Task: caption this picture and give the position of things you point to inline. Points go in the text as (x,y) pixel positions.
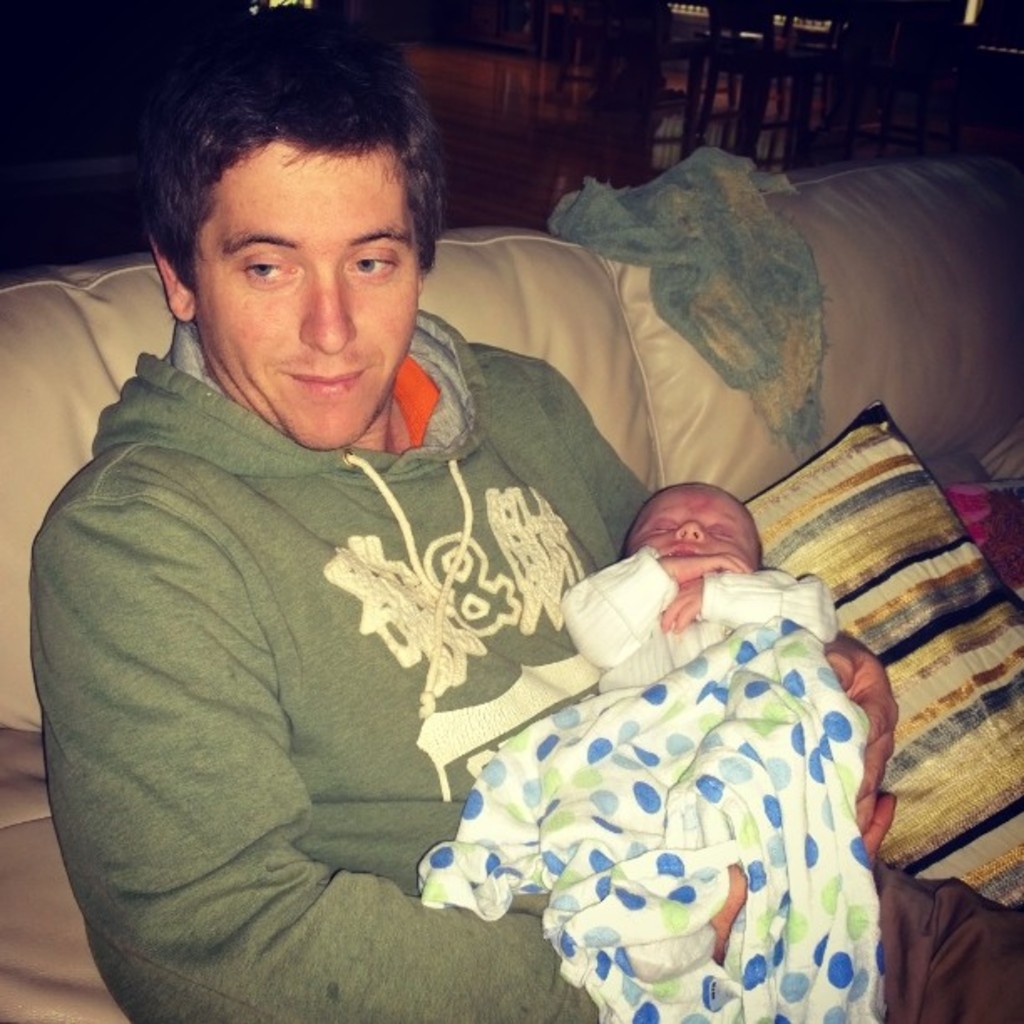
In this picture we can see a man (241,395) sitting on a sofa (481,333) and smiling with a baby (683,489) on him and in the background (638,65) we can see chairs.
